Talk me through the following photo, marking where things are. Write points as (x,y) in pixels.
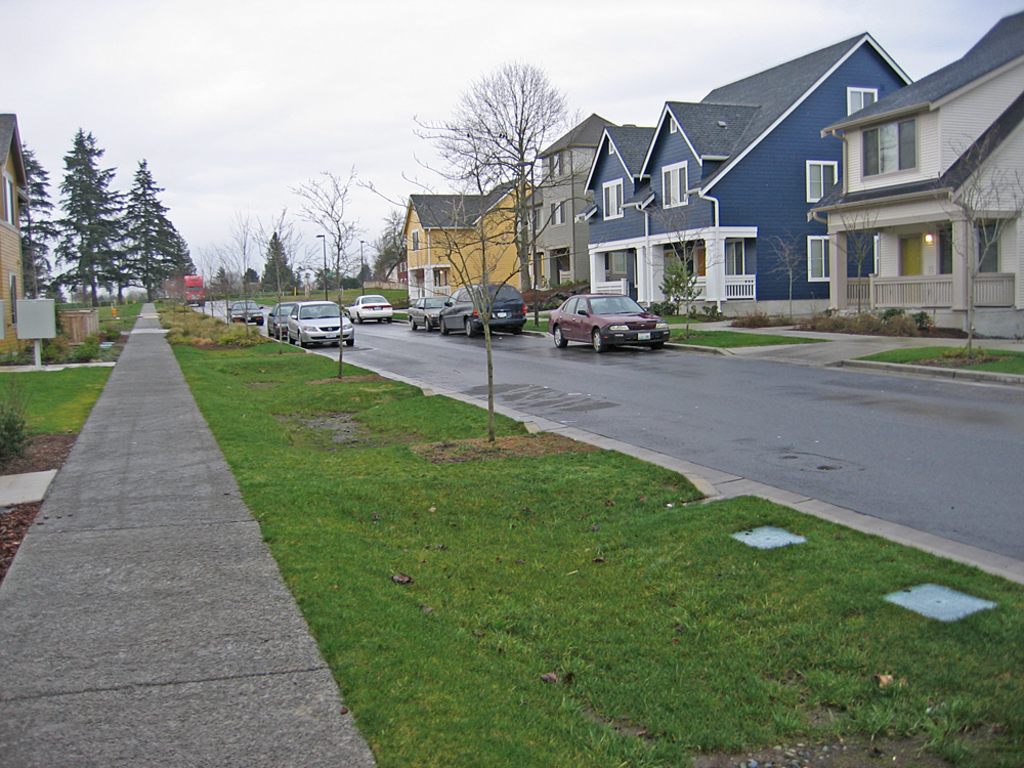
This picture might be taken from outside of the city. In this image, on the right side (930,144), we can see some houses (561,157) and trees (482,153). On the left side (124,226), we can also see some buildings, trees (104,250). In the middle of the image (345,324), we can see some trees (340,281) and few cars (655,325) which are placed on the road (729,399). In the background (266,277), we can see a vehicle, trees (367,274), houses (415,261). At the top (318,121), we can see a sky (336,131) which is cloudy, at the bottom (947,516) there is a road (579,420) and a grass (297,522).
